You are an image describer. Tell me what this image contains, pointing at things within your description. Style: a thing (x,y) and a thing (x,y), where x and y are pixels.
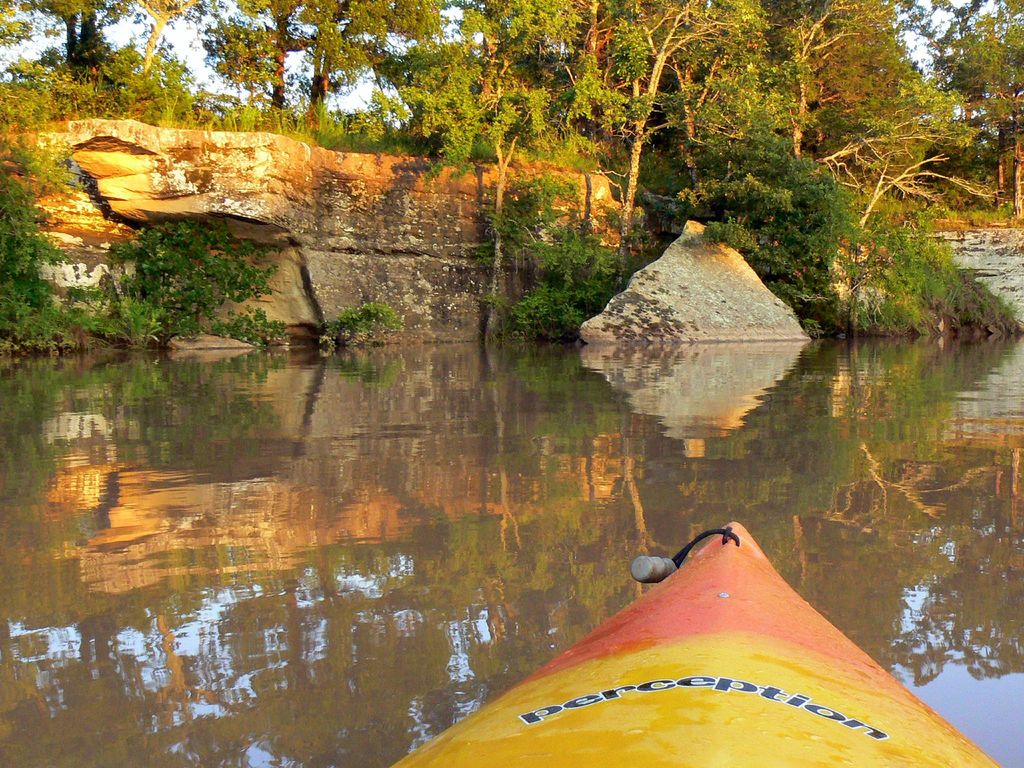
In this image there is a boat (705,699) on the water (954,475), in the background (524,316) there rocks (372,177) and trees (861,111).
